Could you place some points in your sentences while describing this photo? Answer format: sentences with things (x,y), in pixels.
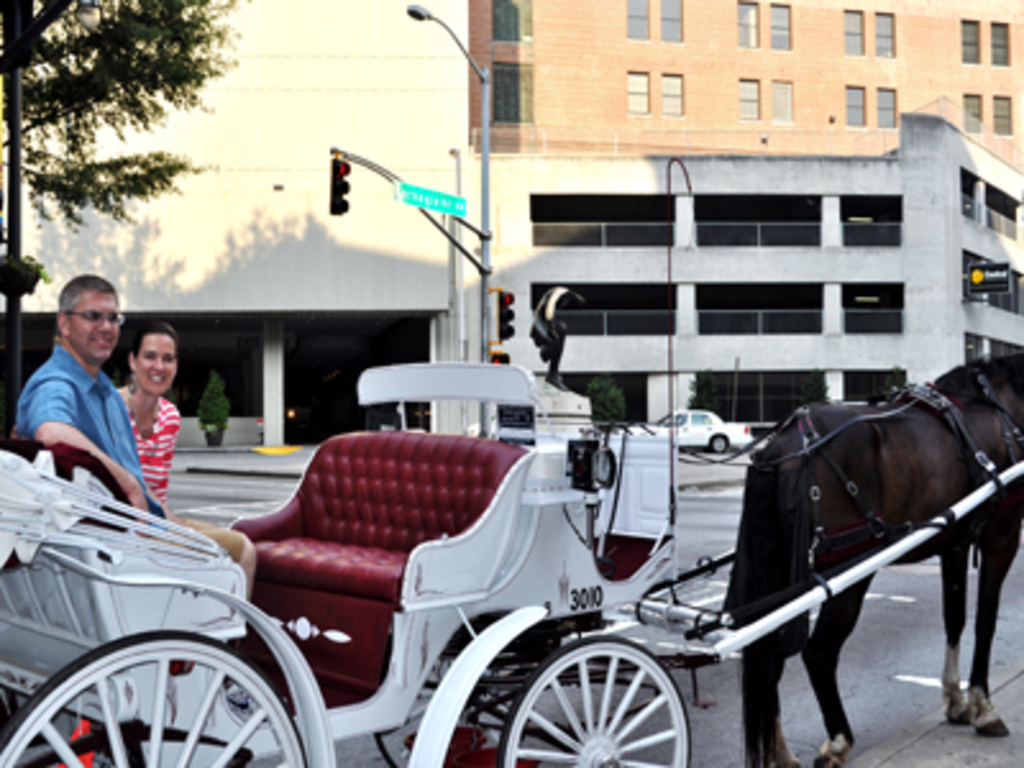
In the image I can see a horse drawn cart (202,545) in which there is a person (154,507) and to the side there is an other person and also I can see some buildings (418,116), poles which has some lights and board (429,207).
